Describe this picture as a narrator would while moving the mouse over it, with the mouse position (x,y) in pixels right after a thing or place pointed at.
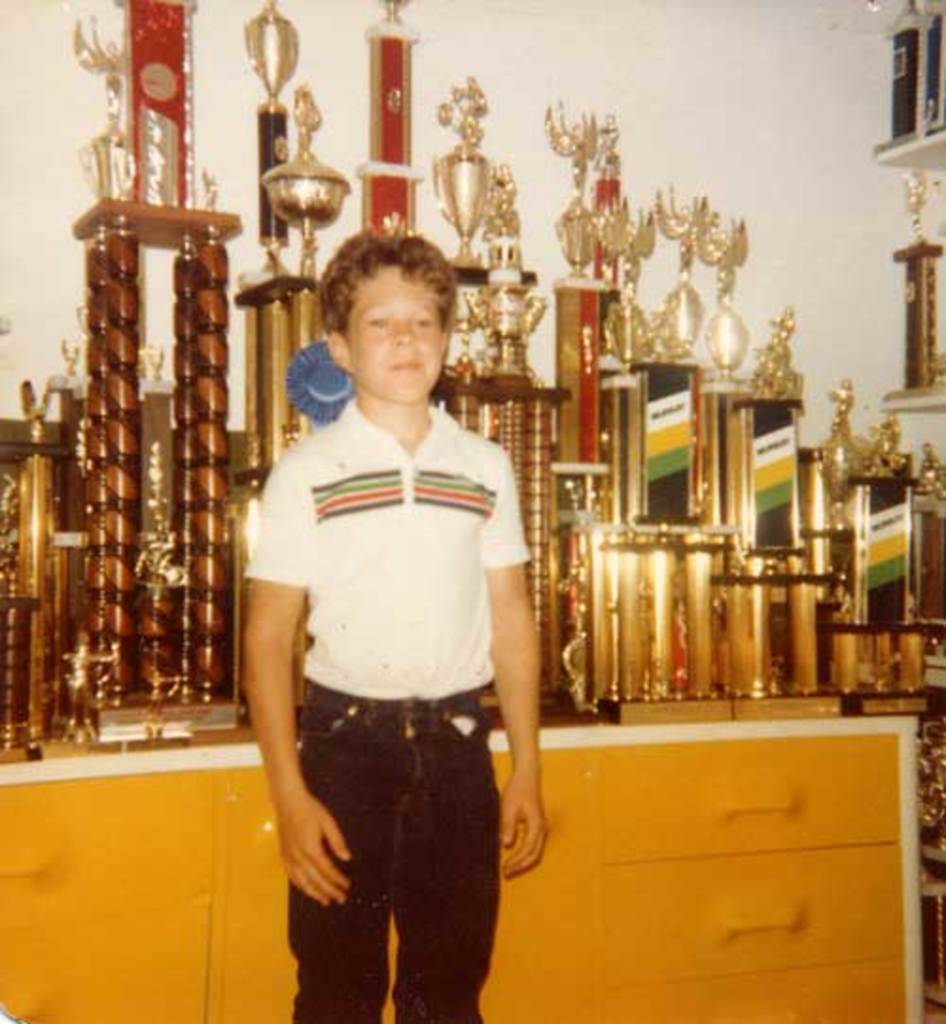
In this image I can see a boy (342,618) is standing. I can see he is wearing white t shirt (388,598) and black jeans (377,856). In the background (7,665) I can see number of trophies (606,213) and drawers (56,947).
